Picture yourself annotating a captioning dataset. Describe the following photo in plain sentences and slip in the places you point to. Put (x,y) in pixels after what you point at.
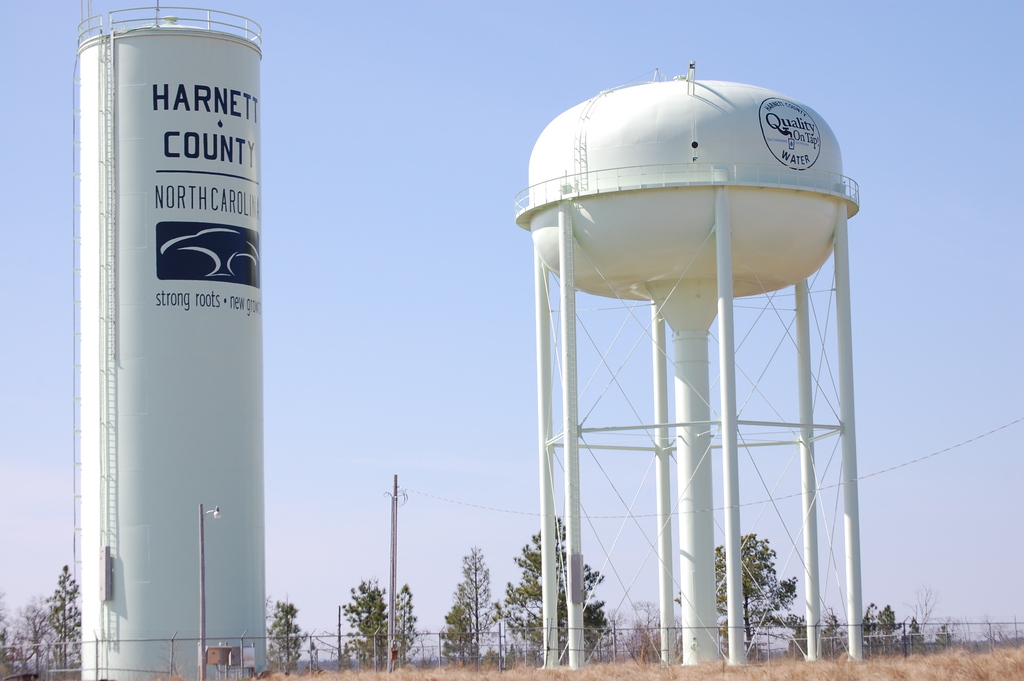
In this picture we can see the sky (514,76), trees (563,528), fence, electrical pole (398,493) with transmission wires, dried grass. We can see a light pole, beside to it we can see a box (213,664) and a board (244,664). We can see a tower (223,482) and a water tower tank (580,229).
